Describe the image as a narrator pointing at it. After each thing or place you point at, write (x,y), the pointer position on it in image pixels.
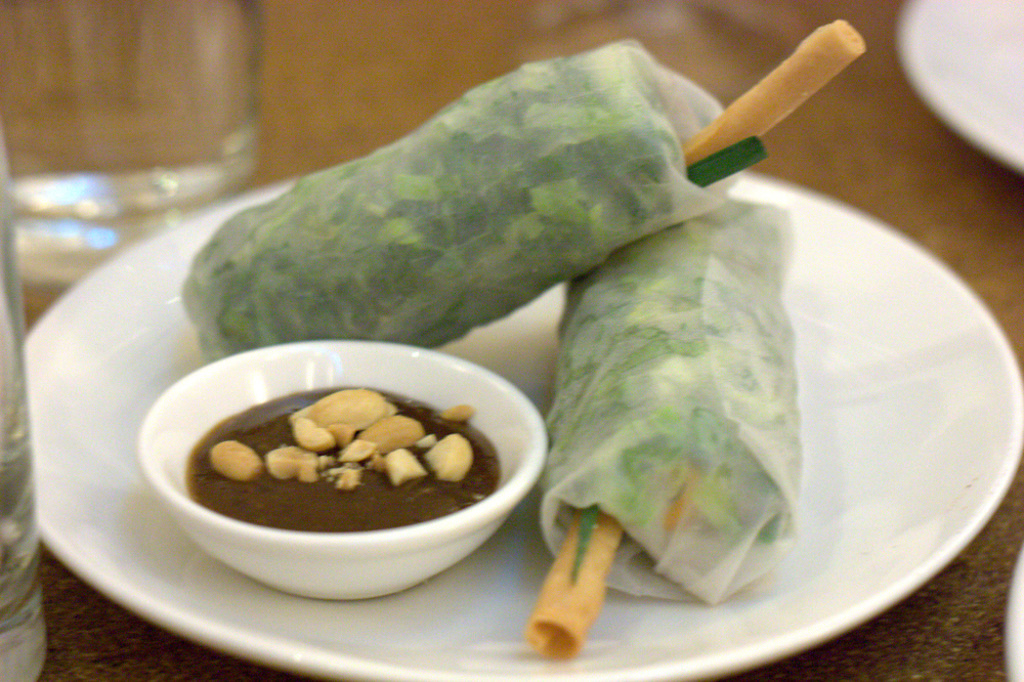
In this image we can see a plate (544,334) and a bowl (488,514) containing some food (403,486) which is placed on the table (977,610). We can also see some glasses (11,637) and a plate (1004,110) beside it.
